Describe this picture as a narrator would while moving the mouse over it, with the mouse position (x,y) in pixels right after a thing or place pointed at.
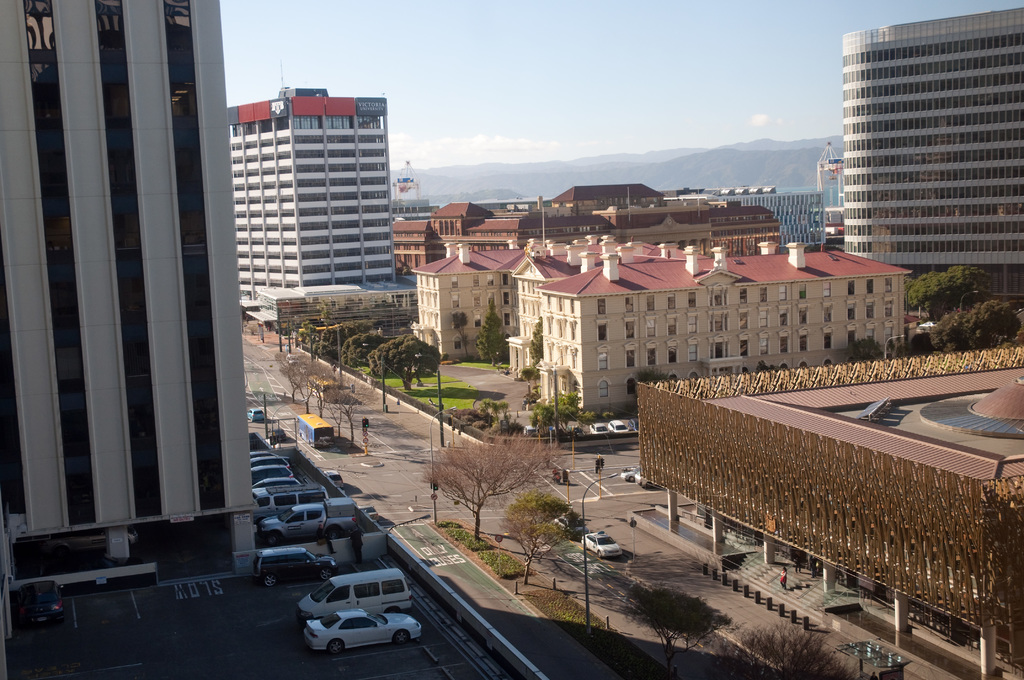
In this image there are vehicles (271,489) on the road (192,647). Middle of the road (582,671) there are trees (351,396) and plants (596,624). There are trees (393,375) on the grassland (454,406). Right side (784,562) there is a person (783,580) on the stairs (796,575). Background (880,295) there are buildings (682,230). Behind there are hills (702,169). Top of the image (615,83) there is sky (572,58).
